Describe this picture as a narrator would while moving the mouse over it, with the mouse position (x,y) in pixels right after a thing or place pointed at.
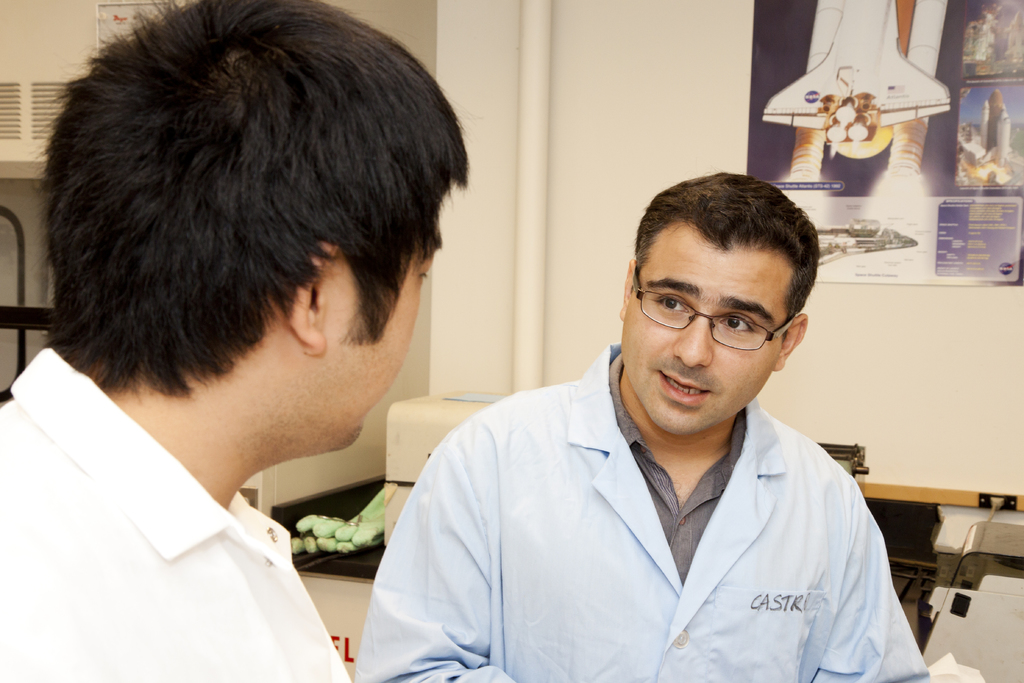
In this image I can see there are persons (535,397) standing. And at the background (427,453) there are objects (920,562), Gloves (331,541) and stand (339,608). And there is a wall (842,337). On the wall (514,20) there is a poster (917,97) with images (836,78).
